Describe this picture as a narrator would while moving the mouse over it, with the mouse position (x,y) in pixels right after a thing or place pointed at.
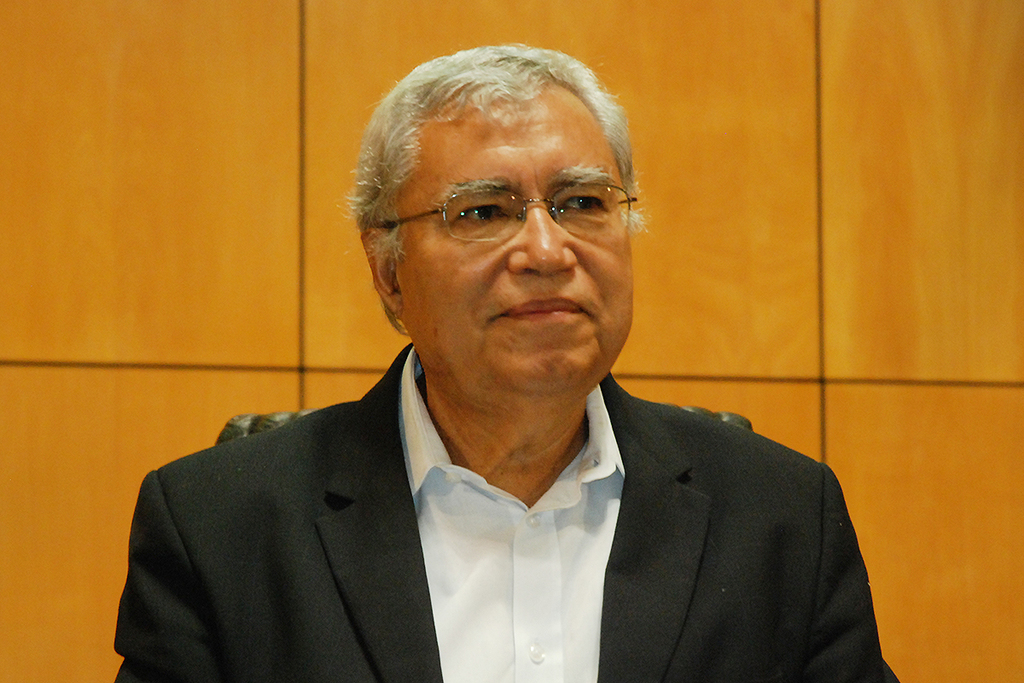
In this picture we can see a man (423,355) wearing black color coat (406,571) and white shirt (467,570) sitting on the chair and smiling. Behind we can see wooden panel wall (781,349).
